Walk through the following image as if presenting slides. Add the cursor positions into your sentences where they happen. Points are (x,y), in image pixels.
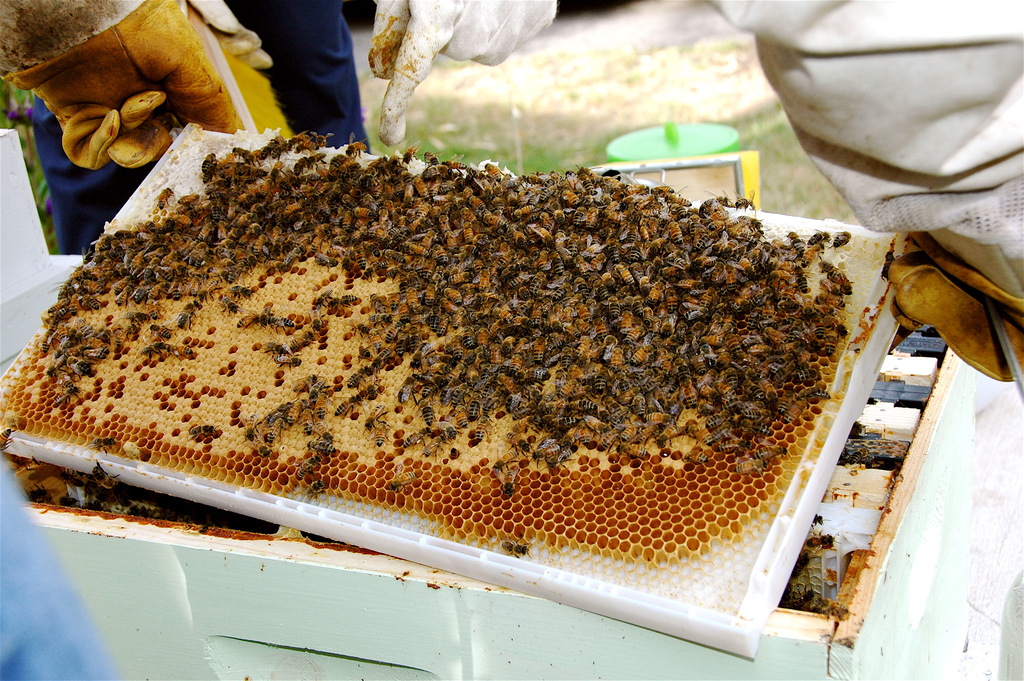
In this picture there is a person (883,221) holding an object (681,422) which has honey bees (537,267) on it.
